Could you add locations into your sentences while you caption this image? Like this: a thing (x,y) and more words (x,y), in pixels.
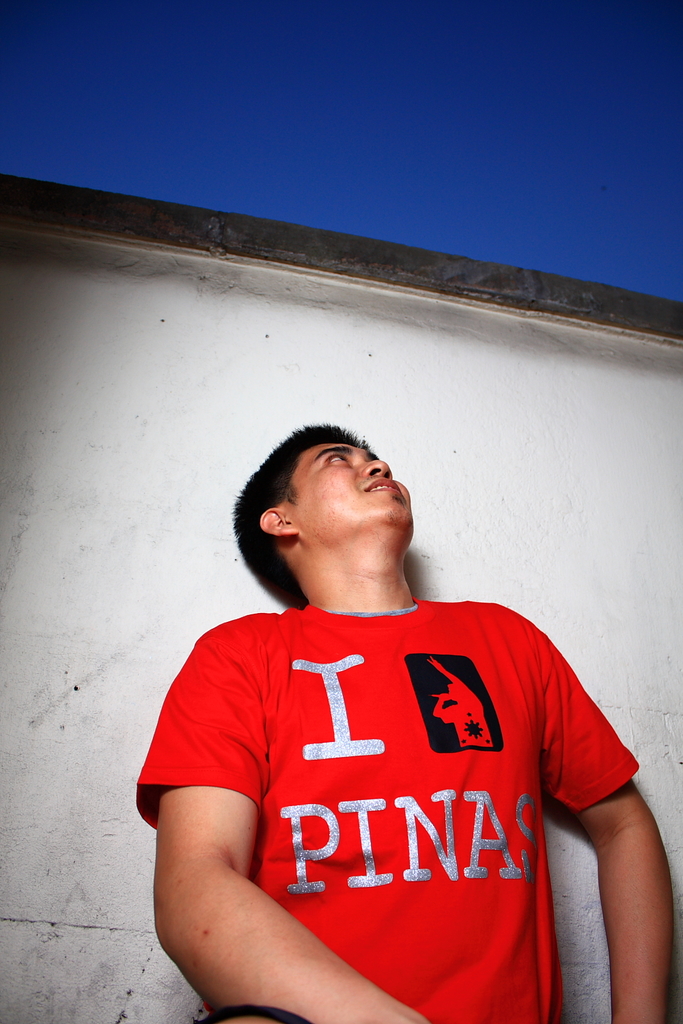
In this image there is a man (440,754) standing, in the background (234,346) there is a wall (436,465) and the sky (308,147).
